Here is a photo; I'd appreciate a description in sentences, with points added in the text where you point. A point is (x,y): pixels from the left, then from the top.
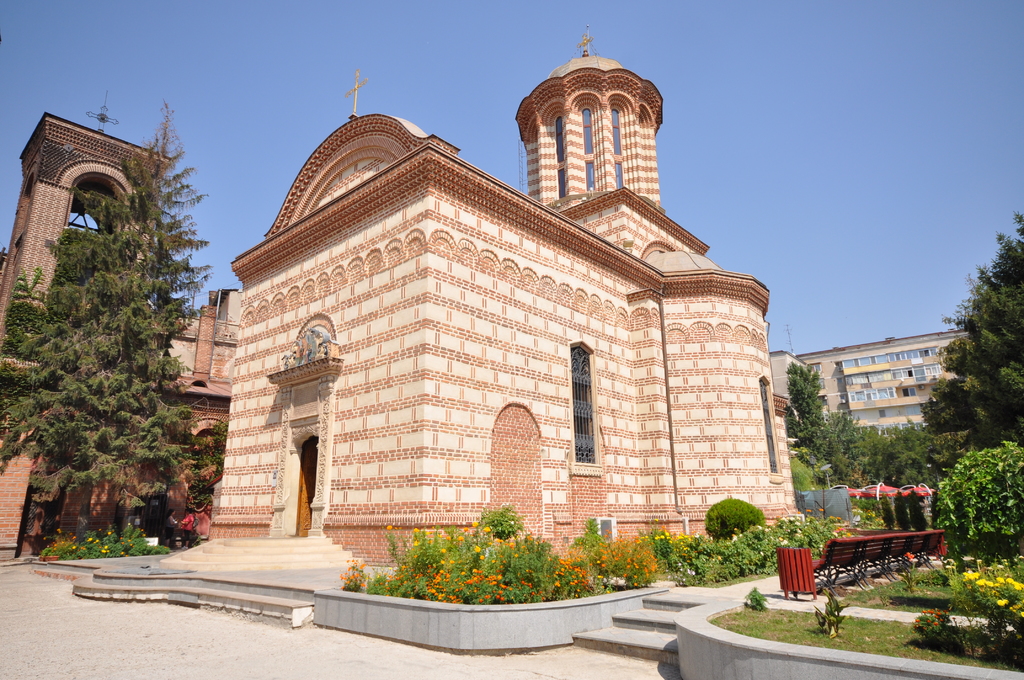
In this picture there is a monument (665,264) in the center of the image (400,356) and there are flower plants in the image, there are trees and buildings (70,223) in the image.
